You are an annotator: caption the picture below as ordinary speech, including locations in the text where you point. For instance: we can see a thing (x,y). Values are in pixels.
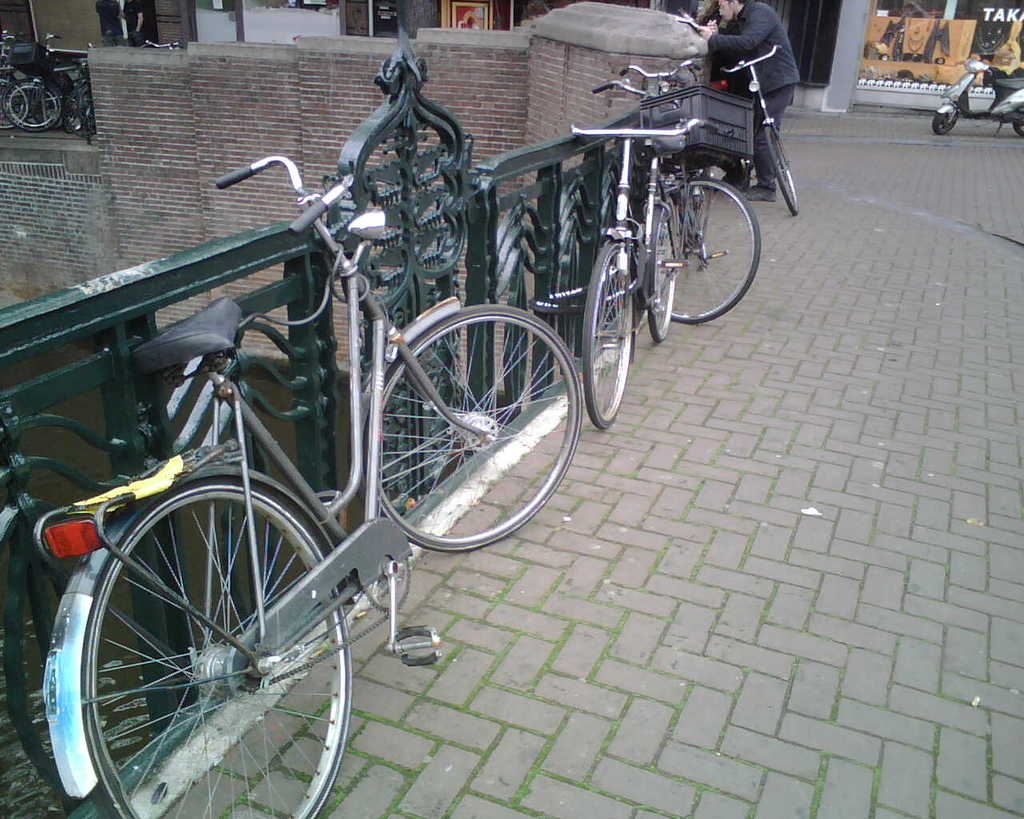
In this picture we can see bicycles (211,318), water (249,374), wall (319,180), motor bike (946,126), foot path (910,129) and a man (759,18) standing and in the background (945,37) we can see posters (937,26).
